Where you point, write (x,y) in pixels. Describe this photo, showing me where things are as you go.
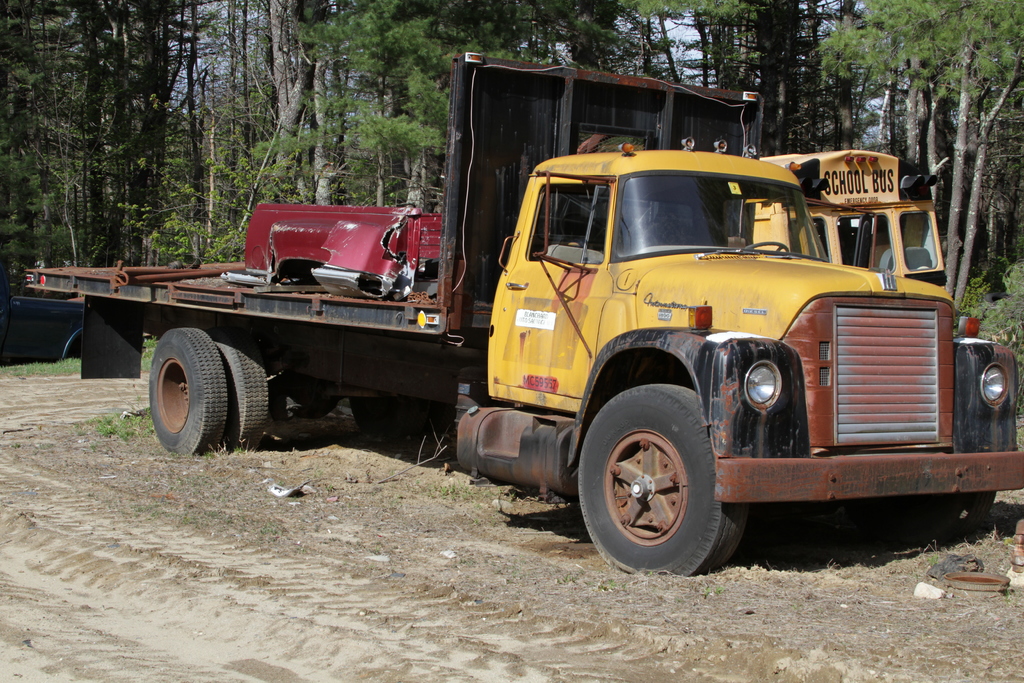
In this picture we can see some vehicles (780,288) are parked on the path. Behind the vehicles (567,209) there are trees (424,79) and a sky (688,28).
